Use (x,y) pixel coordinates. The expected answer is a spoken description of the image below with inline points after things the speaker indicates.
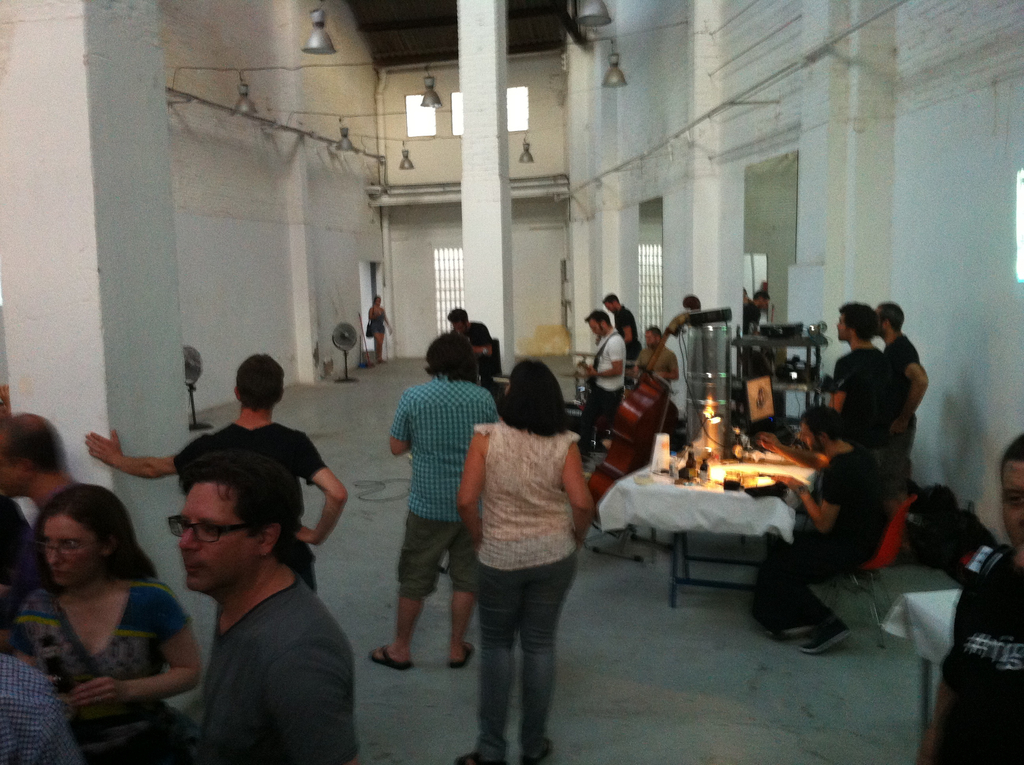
There are people (826,531) in a white building (495,116). There is a white table (763,516) on the right (727,495) on which there are few items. There are musical instruments (635,433). There are table fans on the left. There are windows (512,107) at the back (519,95) and lights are hanging at the top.
